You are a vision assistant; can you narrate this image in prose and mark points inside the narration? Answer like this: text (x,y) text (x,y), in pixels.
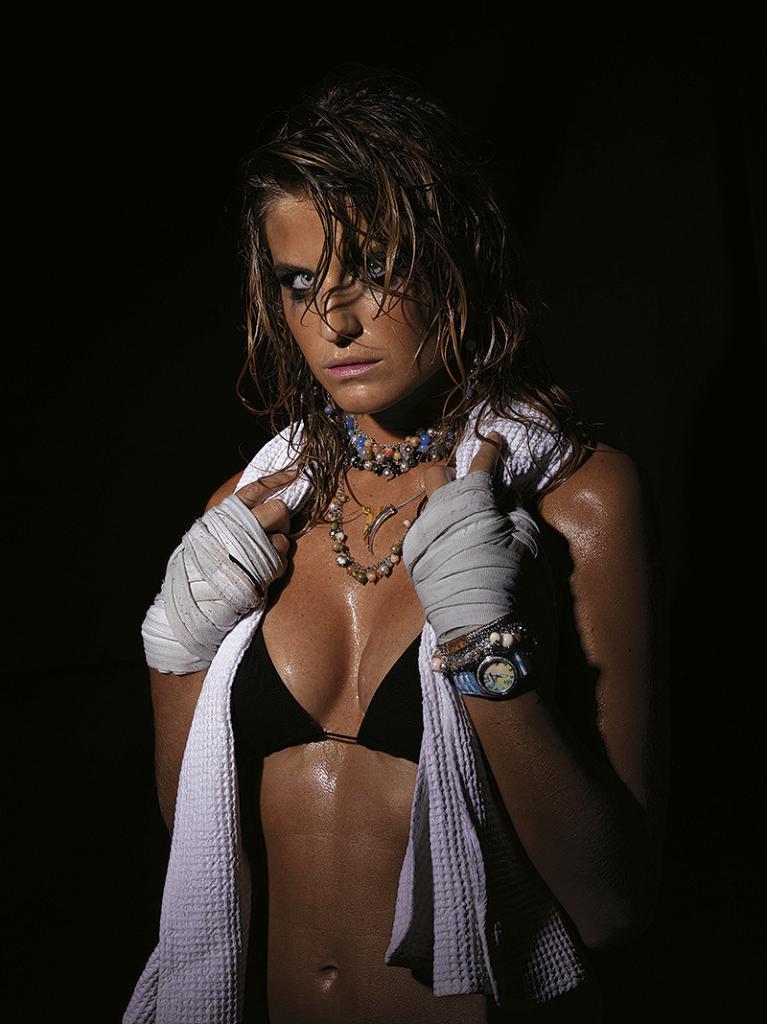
In this image we can see a woman (159,641). The background (194,41) is dark.
